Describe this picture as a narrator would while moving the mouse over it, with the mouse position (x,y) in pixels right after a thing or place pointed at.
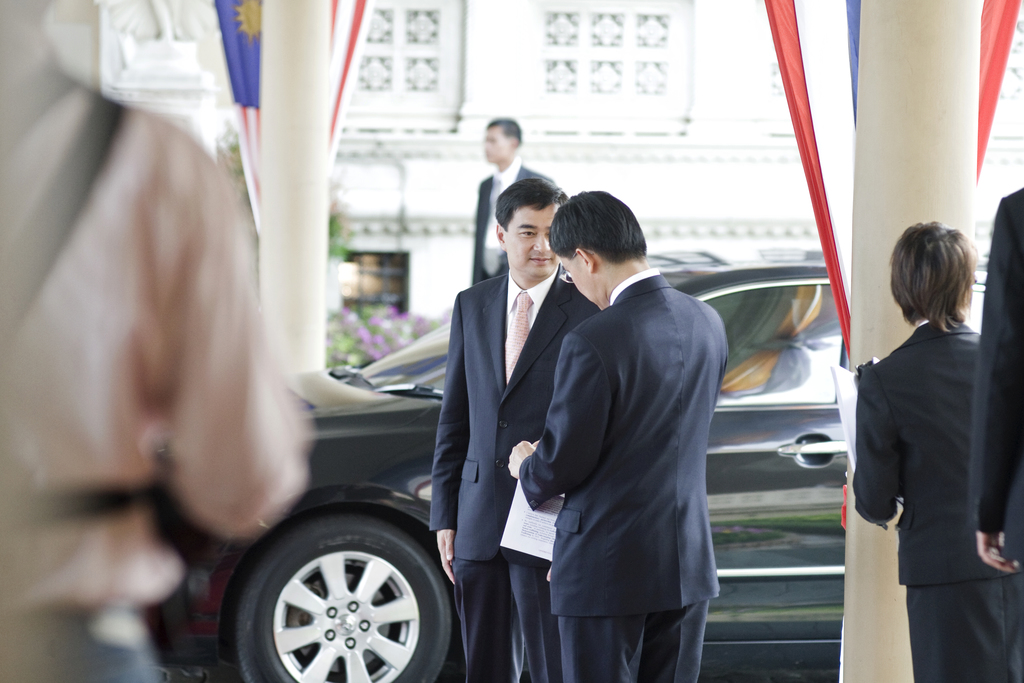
This image is taken outdoors. In the background (452,104) there is a building (451,153). There are a few plants (400,322). There are two flags (789,77). On the left side of the image (108,331) there is a person (80,231). In the middle of the image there are two pillars (884,201). There is a car (406,436) parked on the ground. Three men (518,655) are standing. On the right side of the image (939,484) there are two people (934,389).
